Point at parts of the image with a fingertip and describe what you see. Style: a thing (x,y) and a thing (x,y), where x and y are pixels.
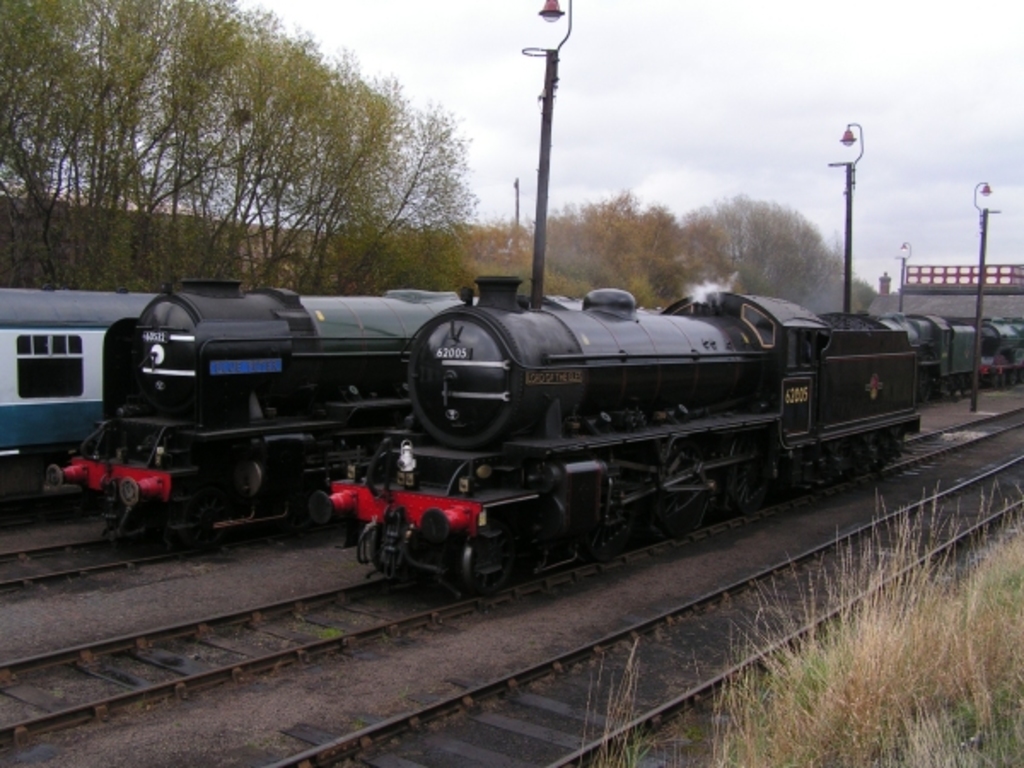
In the picture I can see trains (554,409) on railway tracks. In the background (410,260) I can see trees (499,255), the grass (883,603), railway tracks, the sky (647,19), street lights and some other objects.
